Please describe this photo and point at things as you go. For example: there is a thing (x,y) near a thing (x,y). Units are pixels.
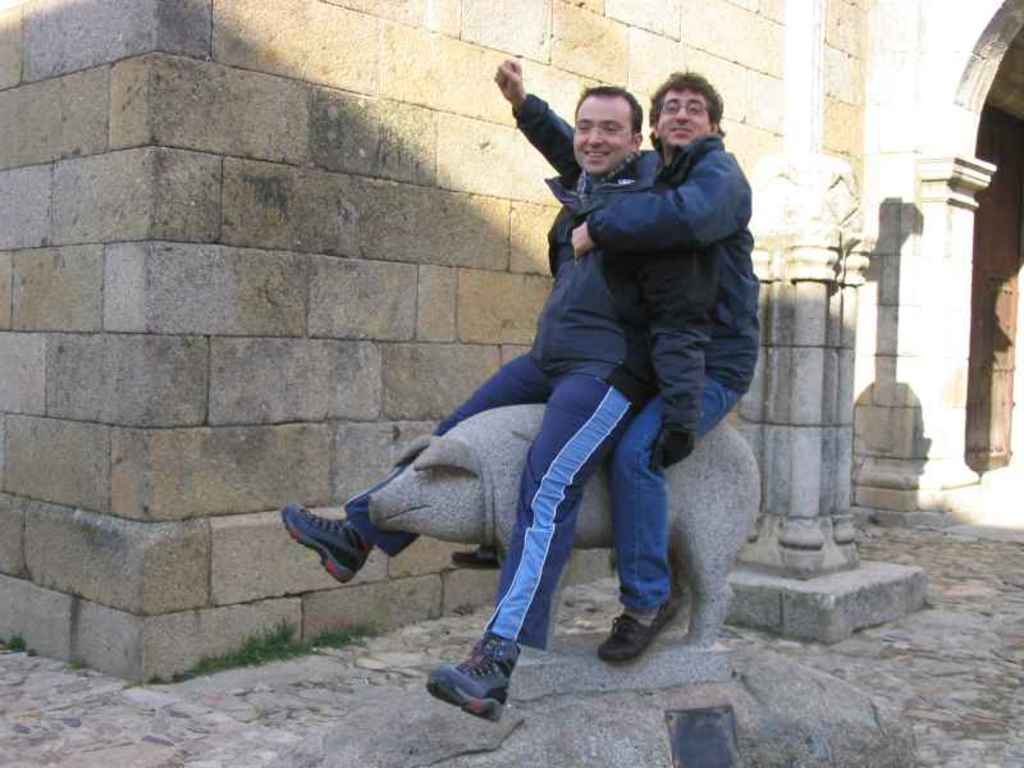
In this image there are two men (598,309) sitting on a sculpture of a pig (505,479). Behind them there is a wall (383,77) of a building (798,48). To the right (948,304) there is an arch (992,67). There is grass (286,640) on the ground (217,673) near to the wall (241,289).
